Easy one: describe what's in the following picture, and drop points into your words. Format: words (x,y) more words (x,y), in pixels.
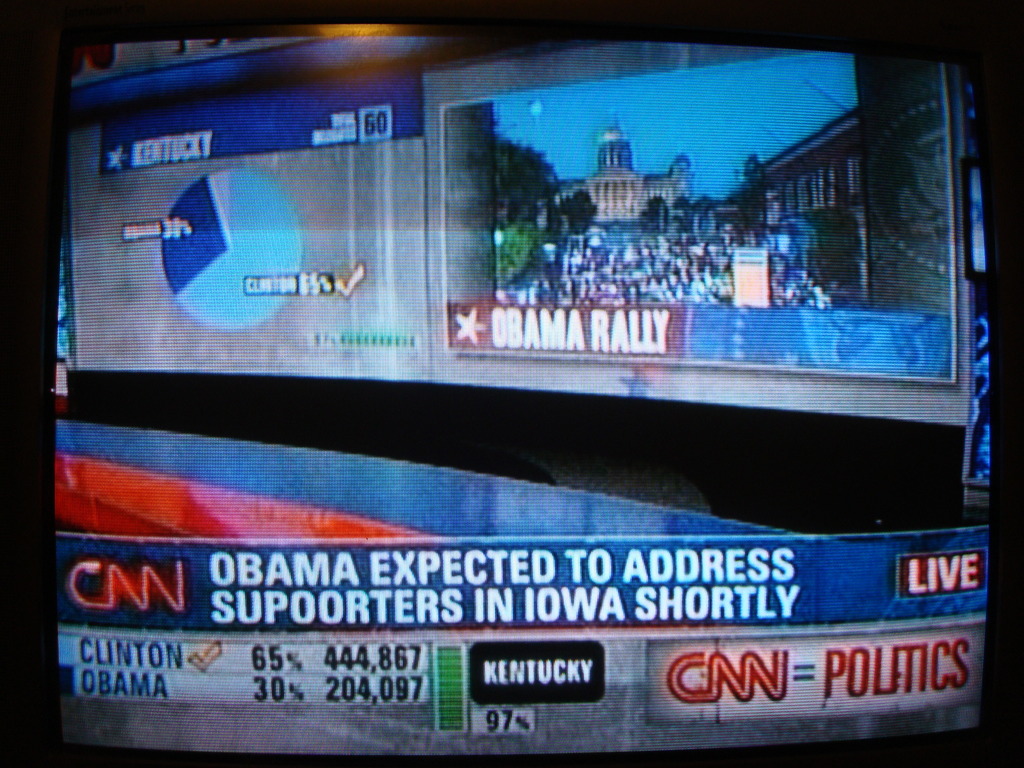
In this image we can see the display (647,313) of a television (612,302).
